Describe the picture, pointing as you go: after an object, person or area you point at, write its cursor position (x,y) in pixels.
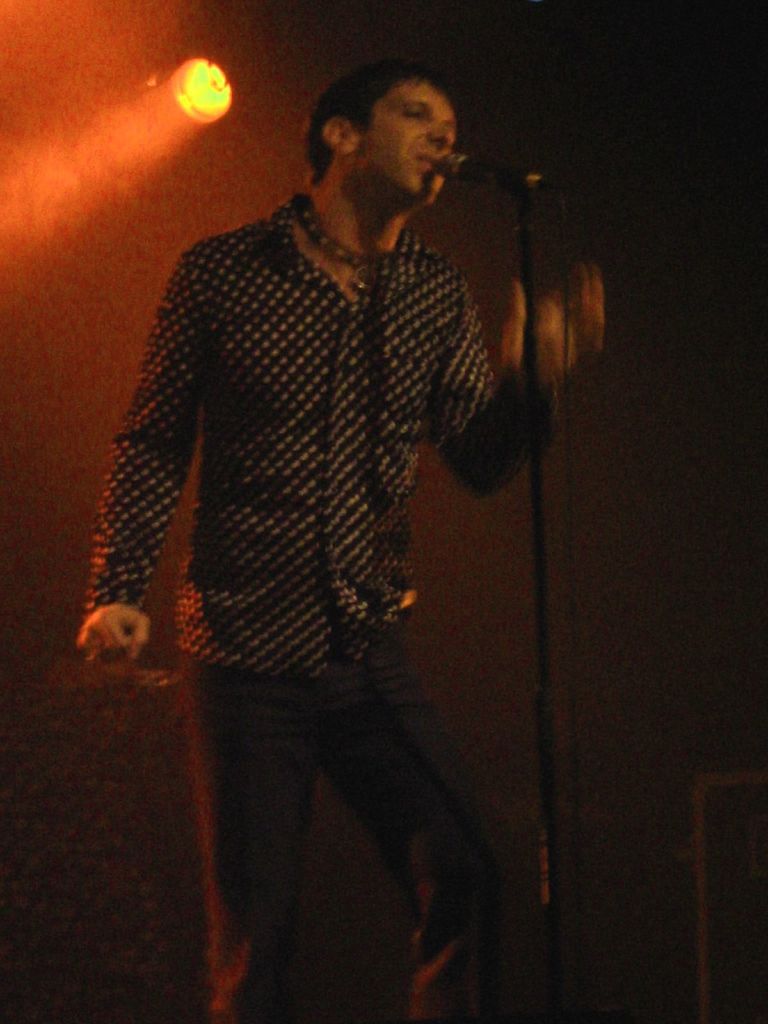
In the picture we can see a man (383,367) standing and singing a song in the microphone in front of him and he is with black shirt (270,296) and white dots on it and behind him we can see a light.
